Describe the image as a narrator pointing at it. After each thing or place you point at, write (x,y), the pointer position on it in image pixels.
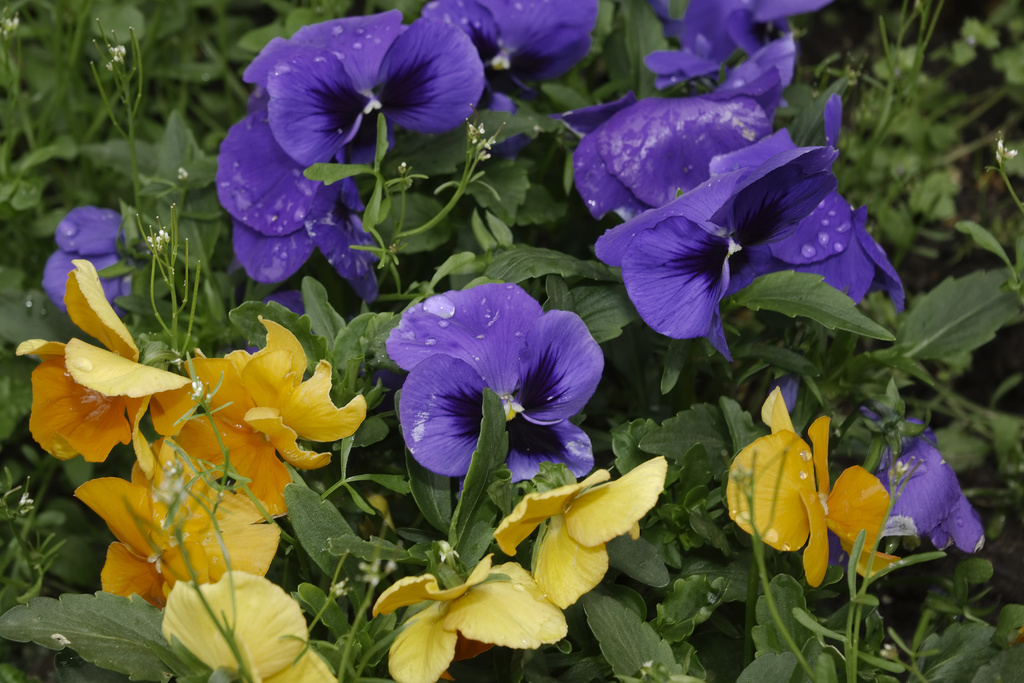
In this image there are few plants (628,161) with leaves (490,246) and flowers (614,161). There are few blue colour flowers (569,407) and few yellow colour flowers (291,622).
